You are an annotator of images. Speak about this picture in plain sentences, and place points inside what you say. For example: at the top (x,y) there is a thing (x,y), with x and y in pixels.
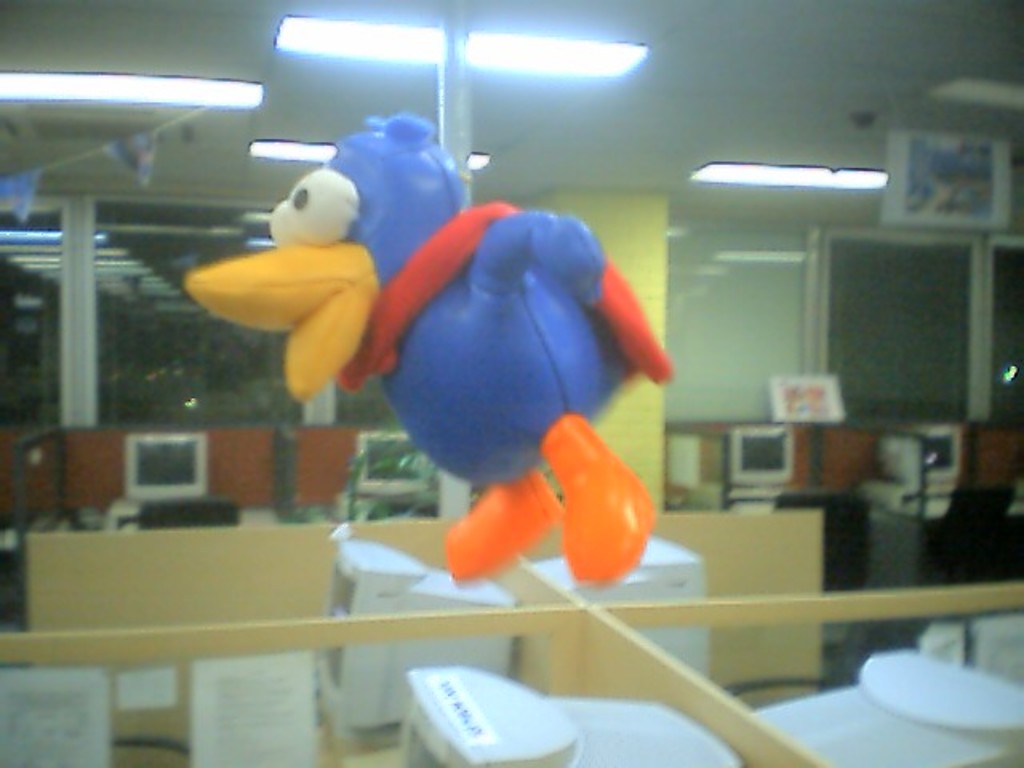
In this image we can see inflatable toy (394,297), computers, lights (284,153) and pillars (640,250).
